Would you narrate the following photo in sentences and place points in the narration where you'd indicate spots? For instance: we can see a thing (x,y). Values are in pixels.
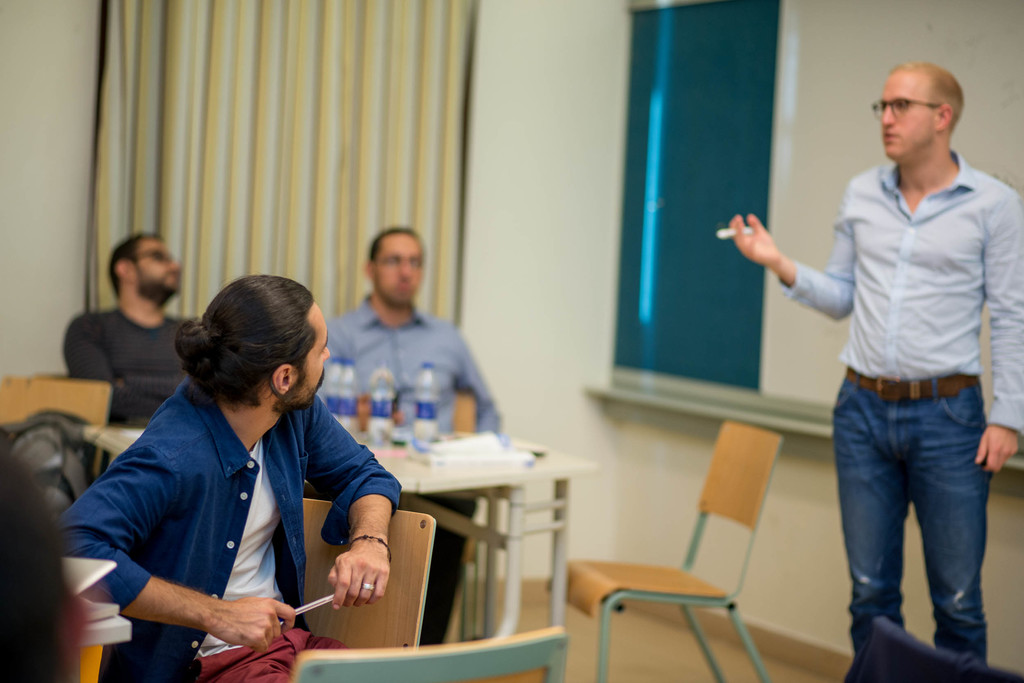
In this image I can see few people (182,614) where few of them are sitting and a man (962,584) is standing. I can also see few bottles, chairs (588,583) and a table (484,471).
